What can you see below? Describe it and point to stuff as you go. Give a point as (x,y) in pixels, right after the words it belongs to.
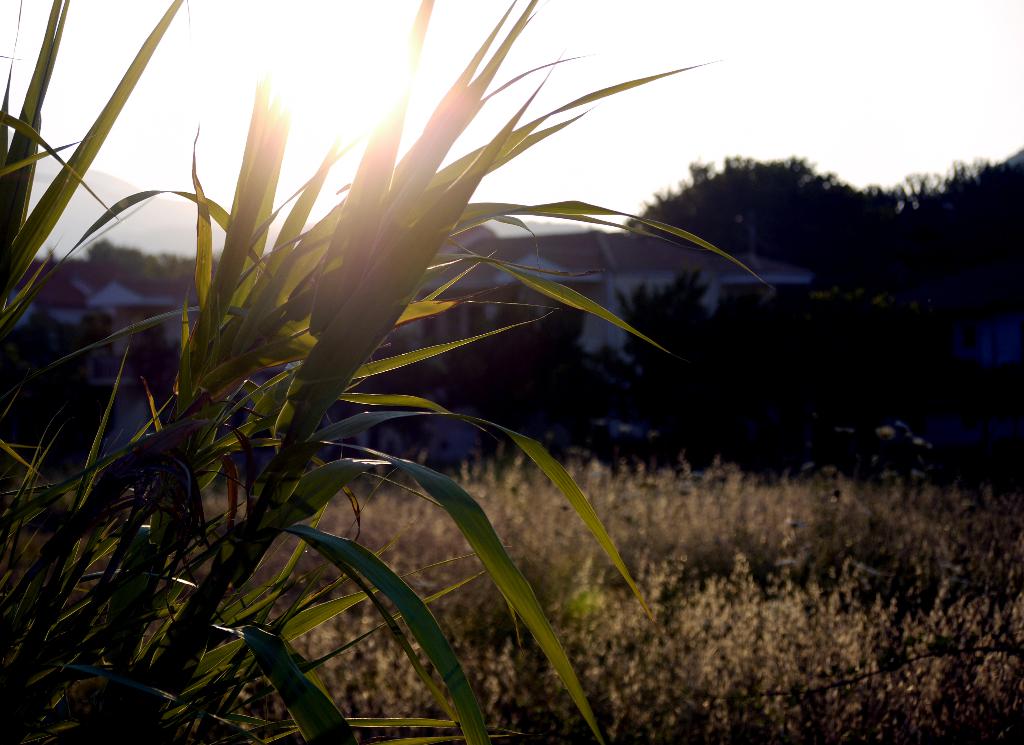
In this image we can see the mountains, some houses (367,438), some trees (651,361), bushes (789,378), plants (308,617) and grass (579,581) on the surface (226,509). At the top (1001,54) there is the sunlight (313,105) in the sky (788,134).
